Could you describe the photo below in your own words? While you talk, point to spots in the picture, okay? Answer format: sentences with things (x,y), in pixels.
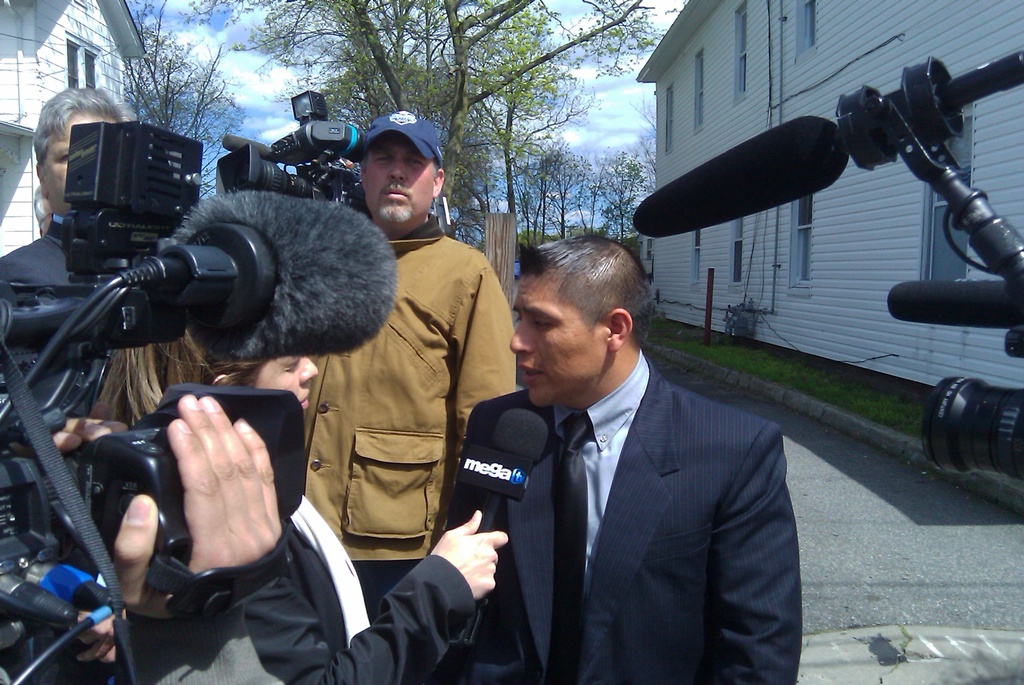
This image is taken in outdoors. In the background (312,45) there are many trees (451,46) and a sky (280,80) with clouds (246,62). In the left side of the image (133,43) there is a house (77,44) with the window (73,72). In the right side of the image (833,245) there is a house (705,76) with wall (784,88) and windows (739,57), grass path (792,368) and a road (887,517). In the left side of the image (183,479) a man (204,446) is standing holding a camera (101,509) and a mic (306,247). In the middle of the image (478,319) a man (391,244) is standing wearing a hat (417,142) and a woman (330,537) holding a mic (476,486).
